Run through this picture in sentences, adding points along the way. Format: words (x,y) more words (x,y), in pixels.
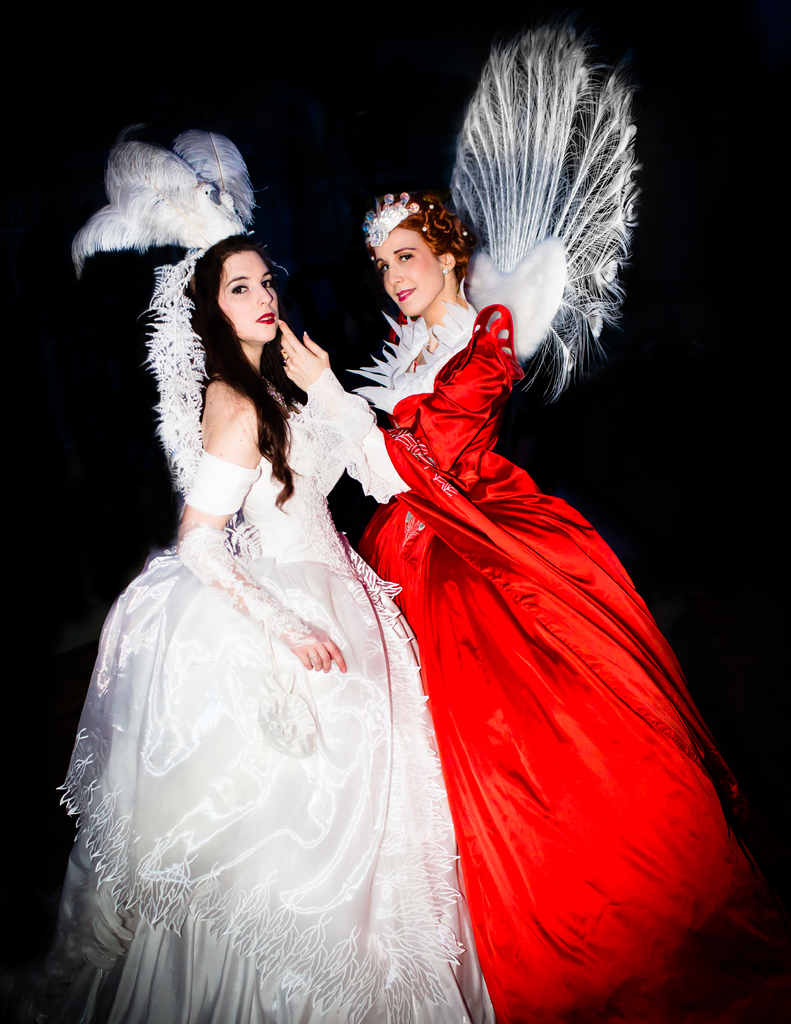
In this image we can see two women (518,501) standing wearing the costumes (383,667).
